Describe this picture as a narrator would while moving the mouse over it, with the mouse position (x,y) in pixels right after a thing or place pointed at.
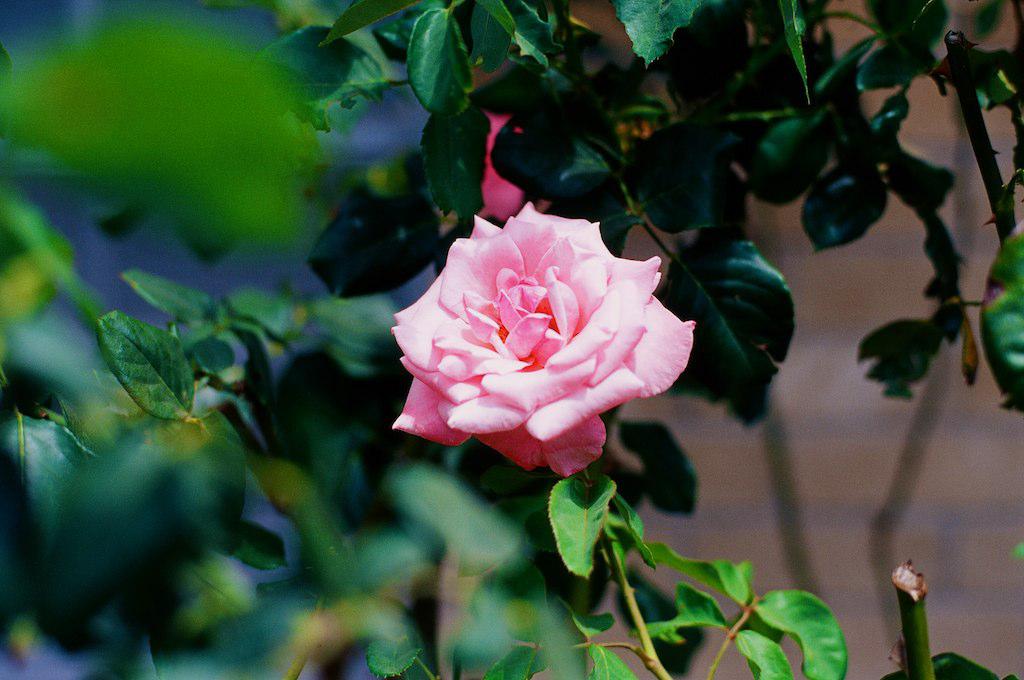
In this picture we can see pink color rose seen in the image. Behind we can see green leaf branches (556,117).
